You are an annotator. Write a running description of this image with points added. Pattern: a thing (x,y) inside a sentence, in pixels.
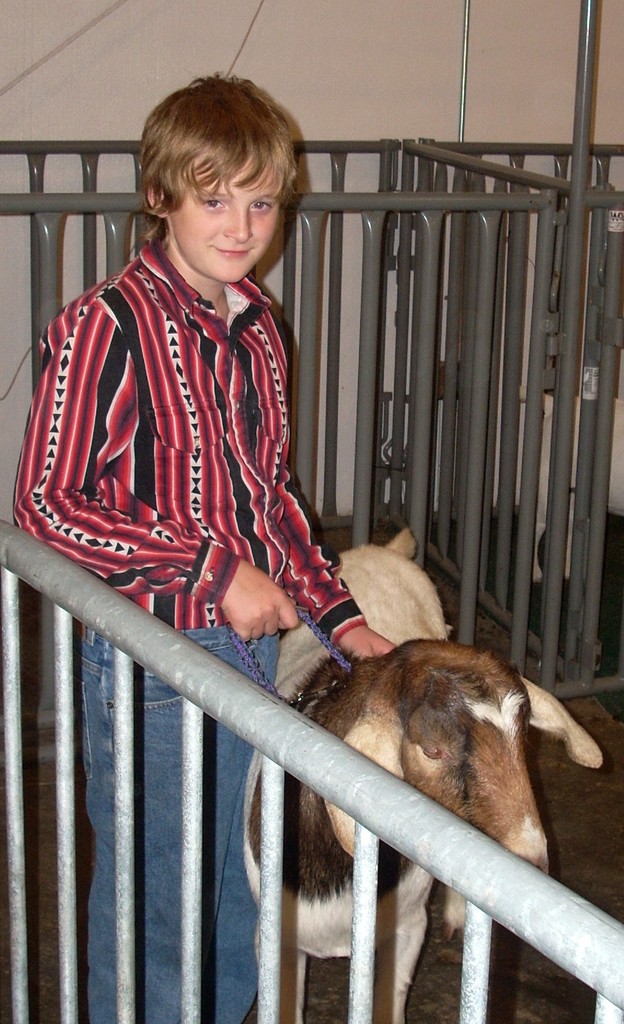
In this image there is a person (189,429) standing, he is truncated towards the bottom of the image (156,935), he is holding a leash (243,658), there is a goat (311,631) truncated towards the bottom of the image (427,719), there is a fencing (266,804) truncated towards the bottom of the image (192,919), there is a fencing (451,263) at the back of the person (220,243), at the background of the image (236,44) there is the wall (249,38) truncated, there is a wire (257,16) truncated towards the top of the image (244,47), there is an object (464,60) truncated towards the top of the image (462,97), there is a fencing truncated towards the right of the image (539,325).
